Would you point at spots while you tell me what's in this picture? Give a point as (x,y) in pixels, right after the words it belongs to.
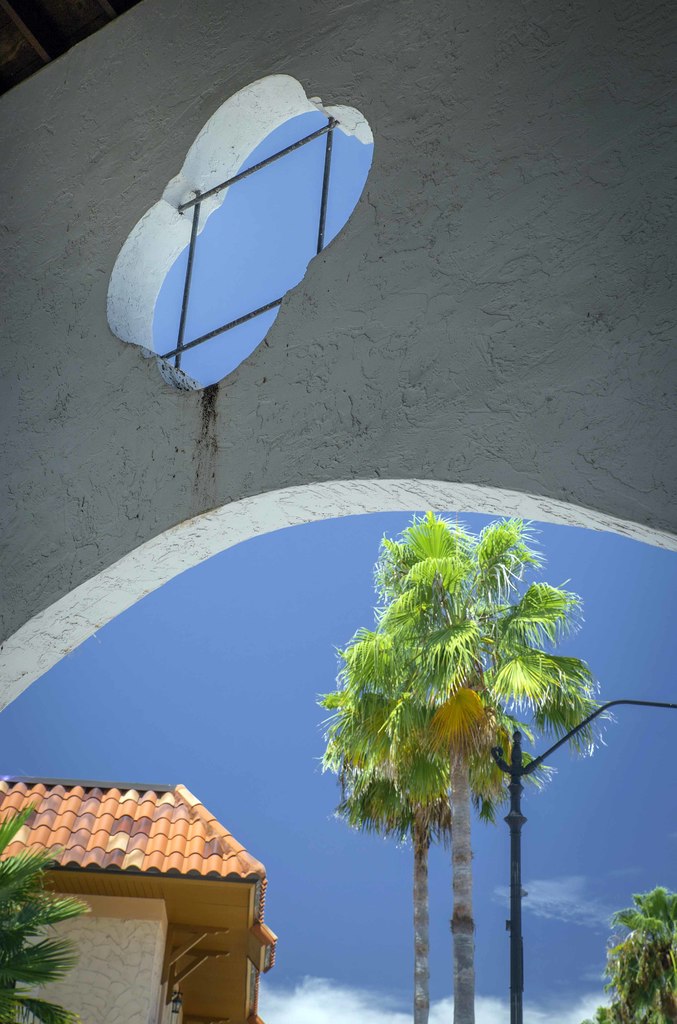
At the bottom of the image (413,916), we can see house (195,969), trees (45,903), pole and sky (448,844). Top of the image (547,204), there is a wall (486,216) and grill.
